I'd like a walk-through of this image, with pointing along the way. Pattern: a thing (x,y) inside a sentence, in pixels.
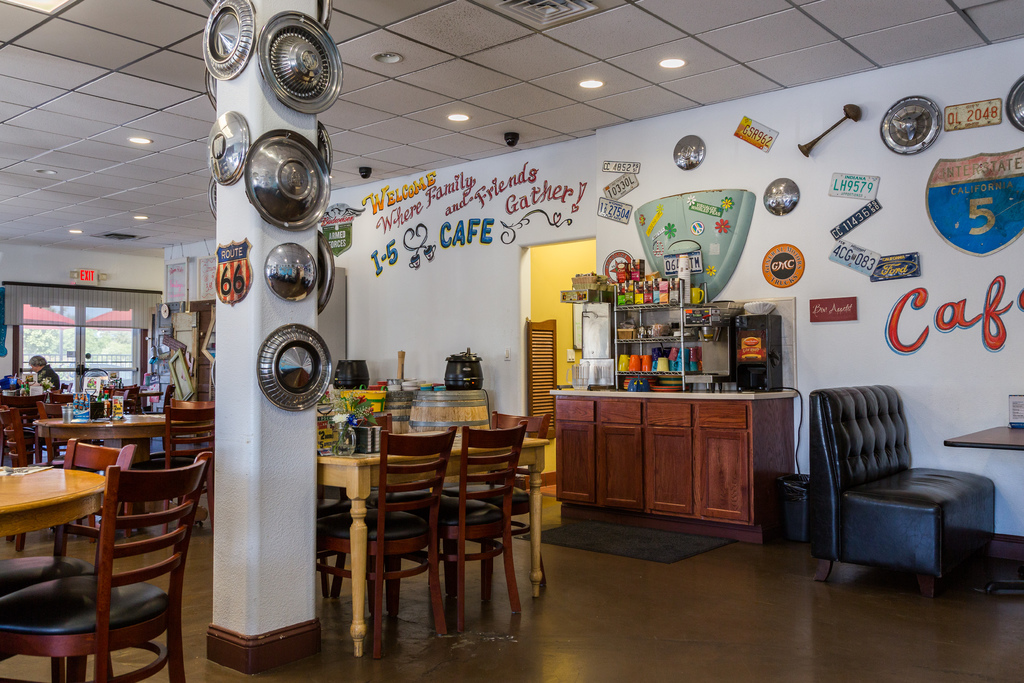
In this image i can see a pillar (241,344) few plates (300,277) attached to the pillar (245,390), at the background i can see a dining table (459,452) on a cup board (562,424) i can see few glasses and bottles (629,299) at the back ground (454,213) i can see a wall (455,236) on the top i can a light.
